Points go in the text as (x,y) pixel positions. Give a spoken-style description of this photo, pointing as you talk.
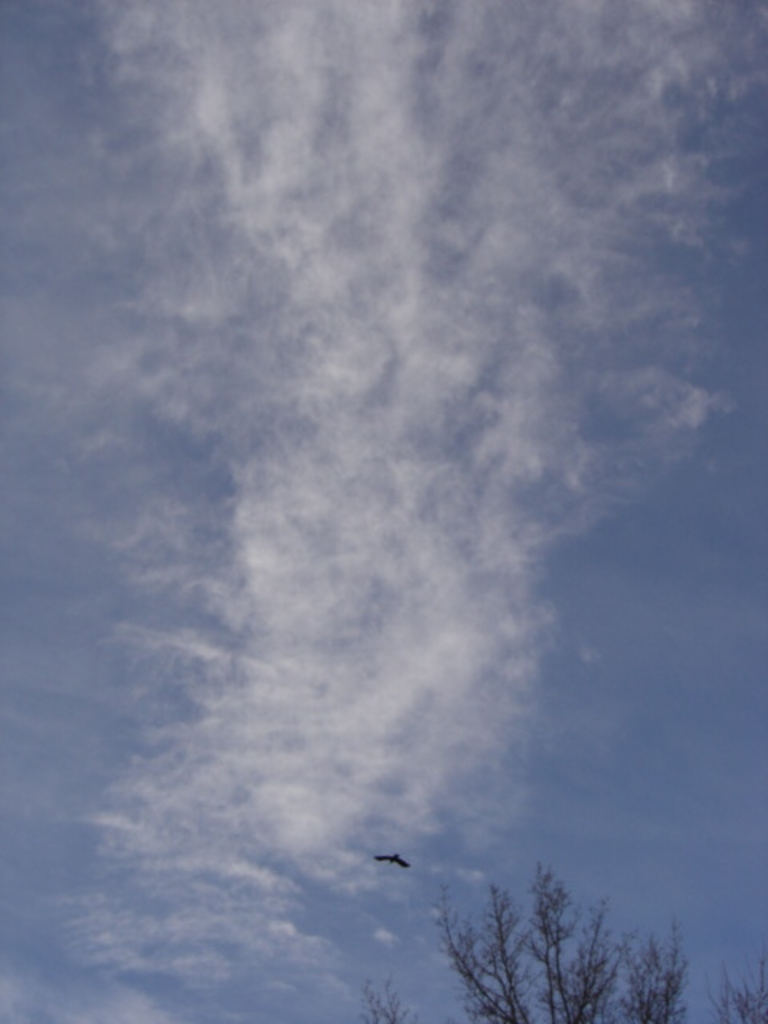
In this picture we can see trees (544,954), here we can see a bird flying and in the background (624,732) we can see sky (478,504) with clouds (297,480).
